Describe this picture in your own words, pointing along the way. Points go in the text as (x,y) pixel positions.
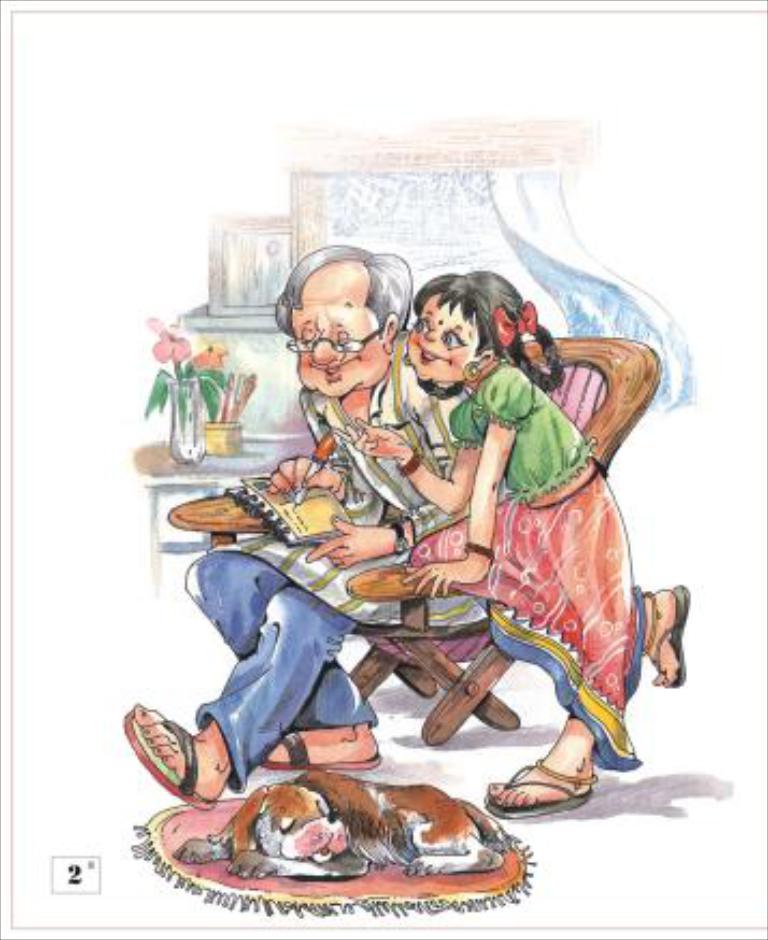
In this image, I can see the drawing (616,551), in the middle (296,464) I can see the people (367,757) and at the bottom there is a dog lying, and on the left side (166,332) there is a plant (224,354) and flower (168,356).
